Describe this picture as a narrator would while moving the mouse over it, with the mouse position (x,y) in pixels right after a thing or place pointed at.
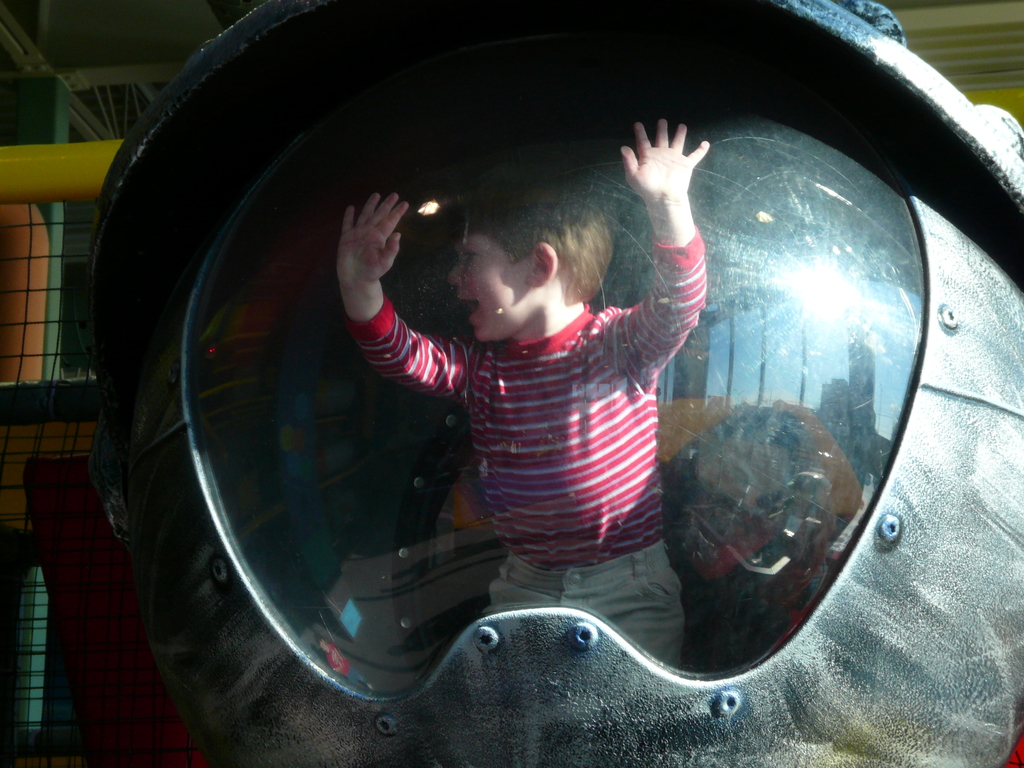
There is one kid (604,505) present in a metal object (538,746) as we can see in the middle of this image (374,509). There is a fencing (73,429) in the background (72,432).
